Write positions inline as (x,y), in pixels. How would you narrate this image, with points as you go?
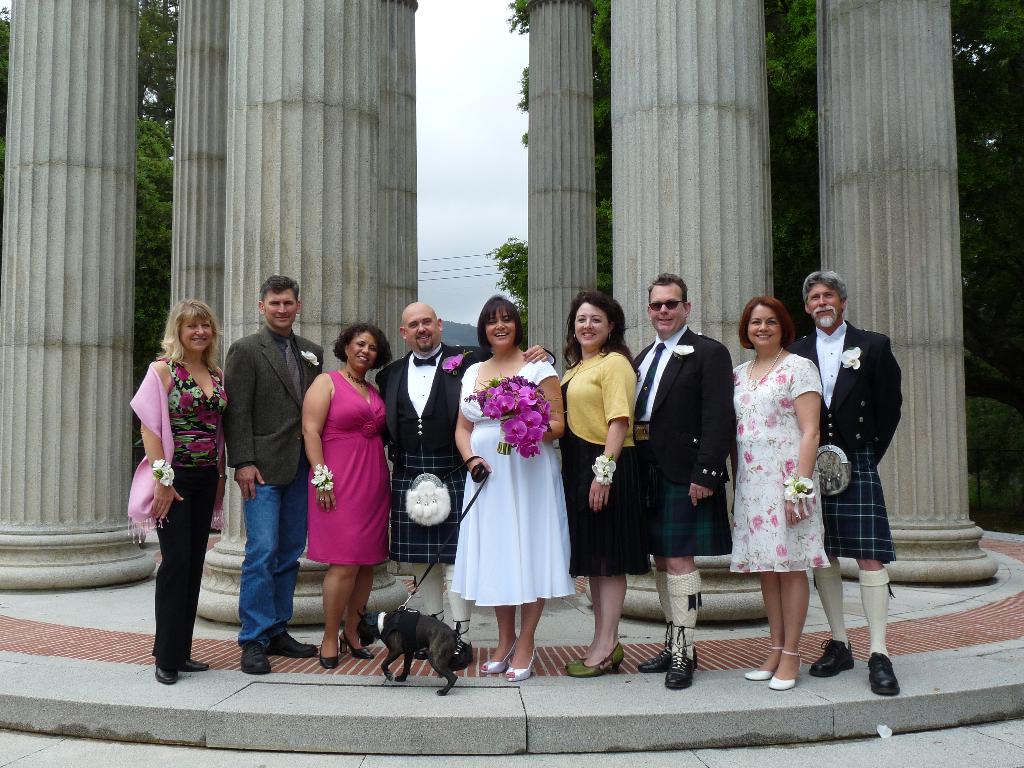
In the background (458,252) we can see the sky (458,252), transmission wires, trees (999,82) and pillars (591,93). In this picture we can see the people (876,609) standing and all are smiling. We can see a woman (523,501) wearing a white dress (518,545), she is holding flowers (523,417) in her hand (556,432) and with the other hand (486,468) she is holding the belt (469,507) of a puppy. At the bottom portion of the picture (912,744) we can see the floor (602,767).
